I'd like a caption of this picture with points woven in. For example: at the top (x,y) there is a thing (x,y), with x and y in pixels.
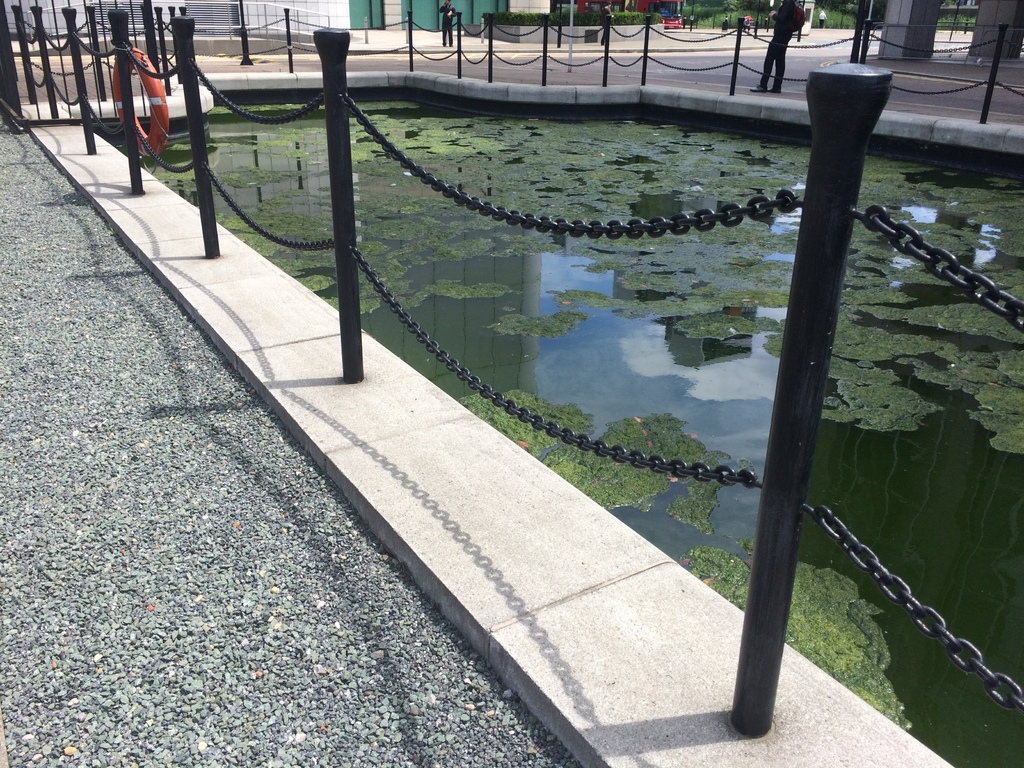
In this image there is a pavement (299,306) and a pond (915,339), around the pond (760,443) there is a railing (188,77), in the background (603,13) there are people (452,18) standing.
